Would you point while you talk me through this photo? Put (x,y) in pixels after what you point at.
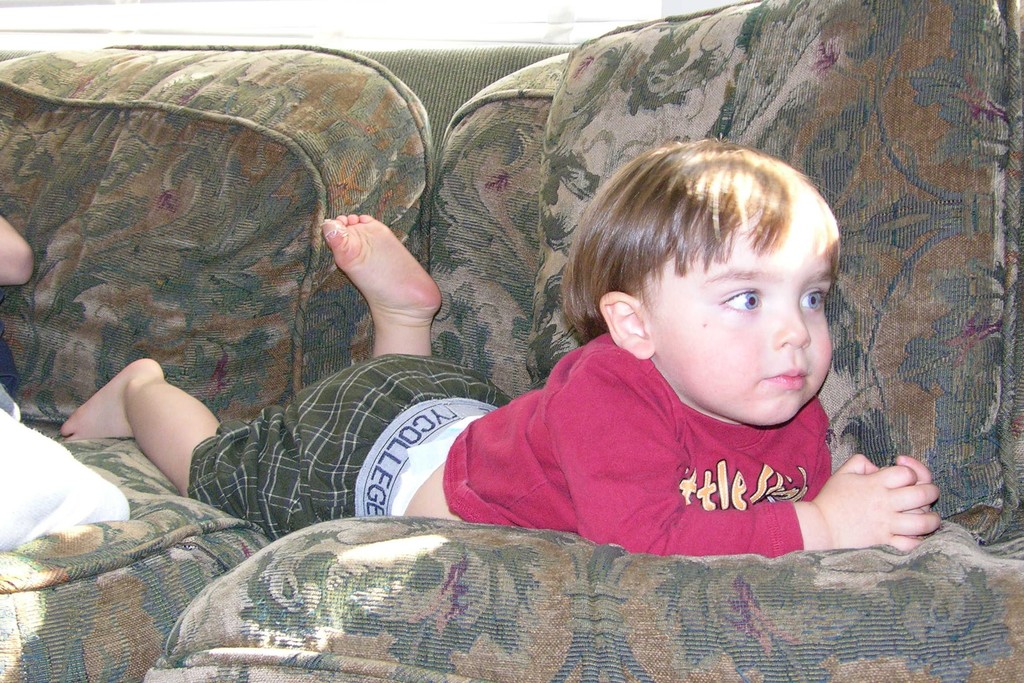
In this picture we can see a small boy (678,443) wearing a pink t-shirt (538,394) and lying on the green sofa (886,651).
